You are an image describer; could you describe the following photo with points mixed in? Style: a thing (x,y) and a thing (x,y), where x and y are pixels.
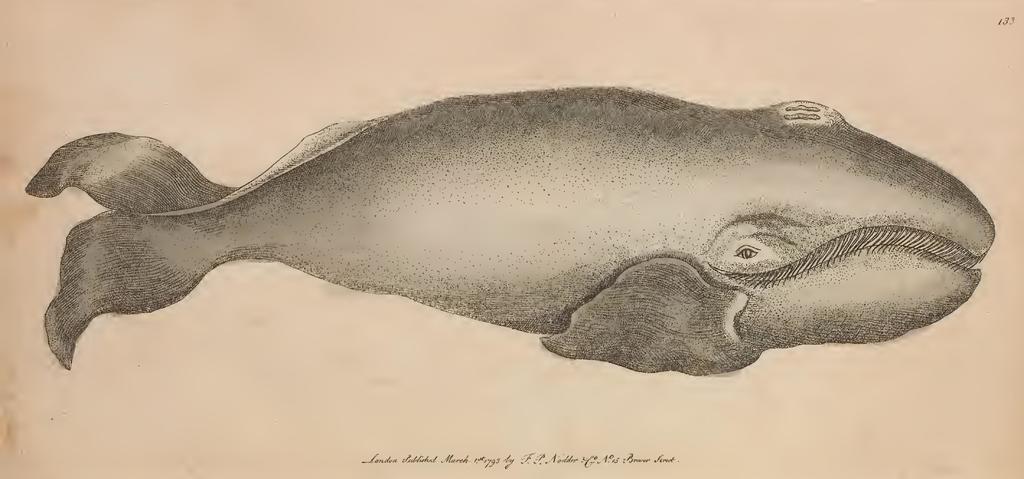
In this image in the foreground (422,142) it looks like a sketch (453,148) of a whale (440,148).
